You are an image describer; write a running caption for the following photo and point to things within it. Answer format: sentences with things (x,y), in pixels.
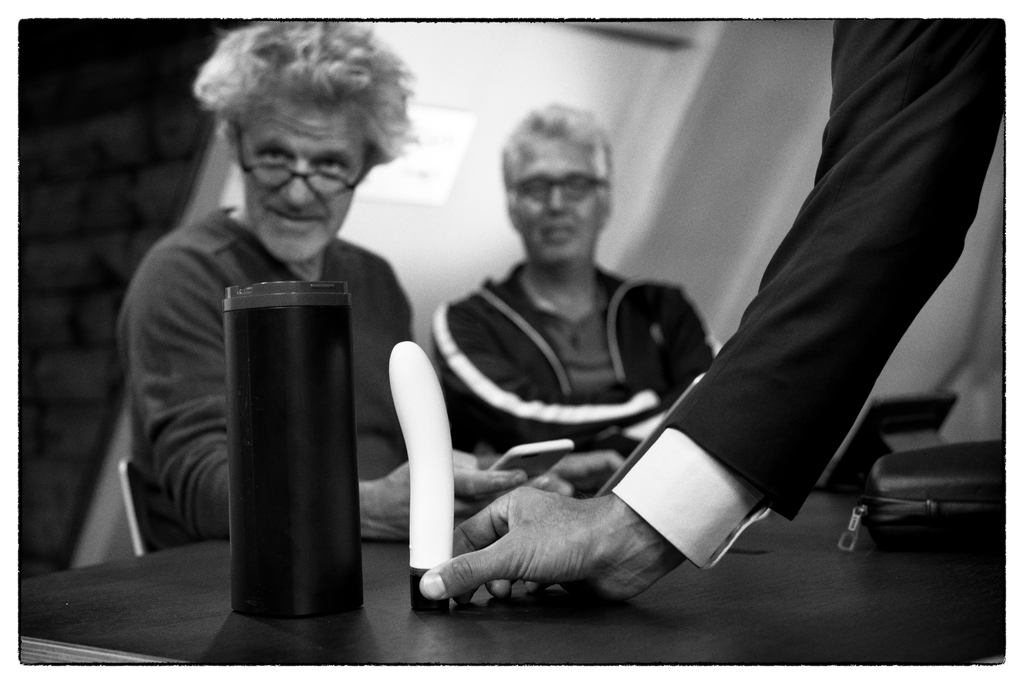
In this image I can see a person hand (615,541) and person (527,551) is holding something. Back Side I can see two person (489,371) sitting. We can see a black color bottle (294,393) and some objects (886,507) on the table (827,634). The image is in black and white.
